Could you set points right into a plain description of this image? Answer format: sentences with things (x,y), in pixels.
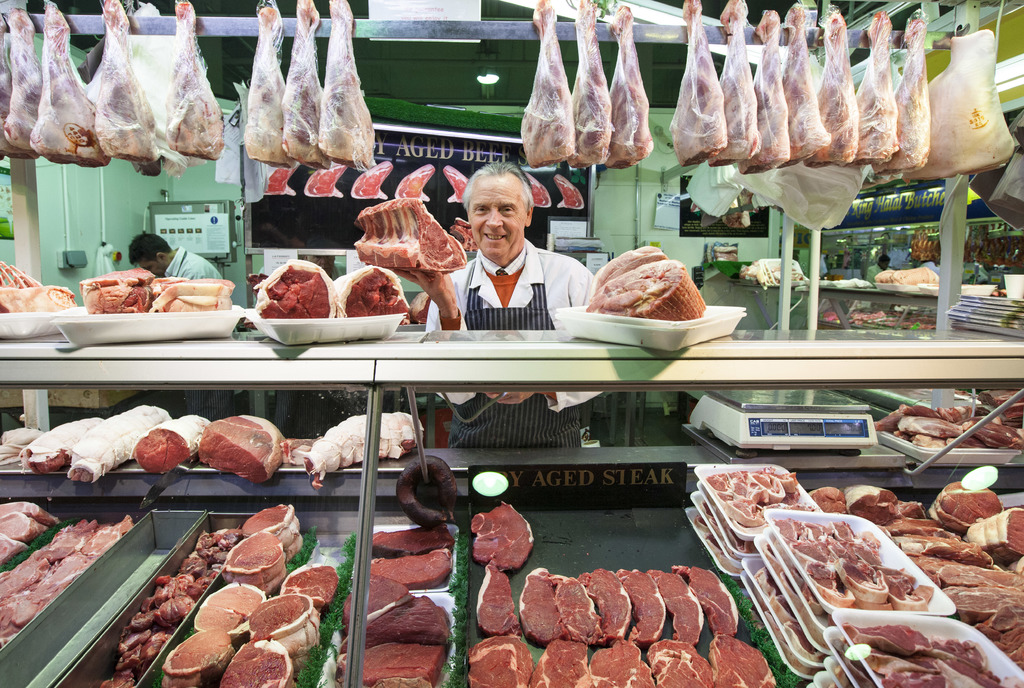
In this image we can see a person (500,191), meat (662,301) in the bowl (30,328), meat (195,96) hanged and other objects (14,168). In the background of the image (388,183) there are people (144,265), wall (239,237), board (313,209) and other objects (764,316). At the bottom of the image (42,572) there is meat (230,532) in trays (119,575), bowls (223,580) and other objects (363,589).
